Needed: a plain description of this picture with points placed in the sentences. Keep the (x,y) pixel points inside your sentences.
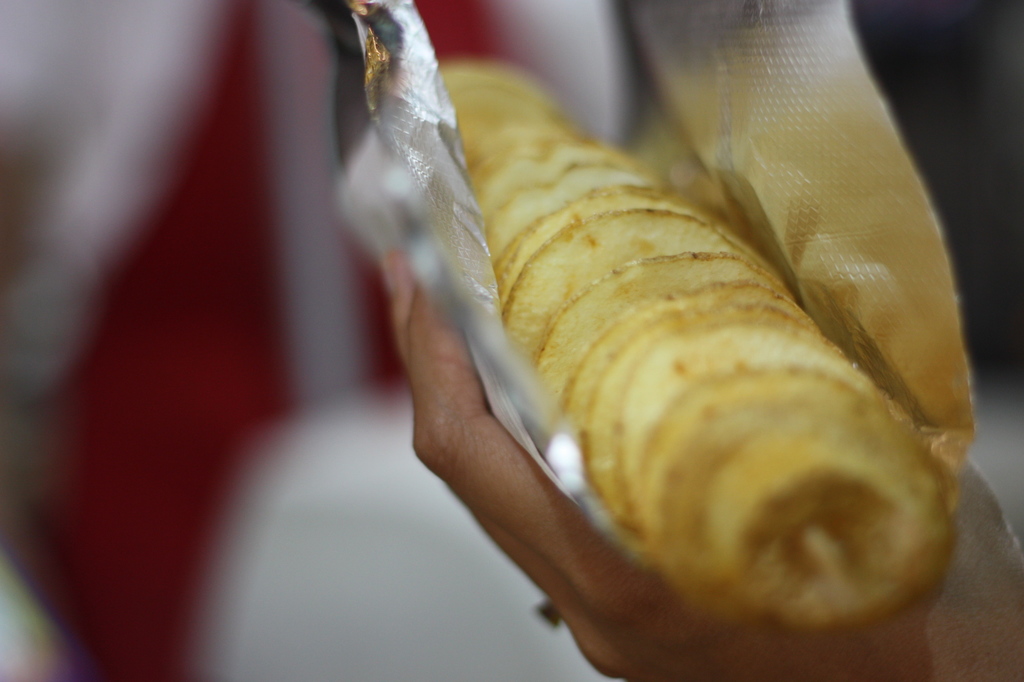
In this image we can see some person's hand (740,618) and that person (662,597) is holding a food item (551,319) in the wrapper (449,234) and the background (995,188) is blurred.
